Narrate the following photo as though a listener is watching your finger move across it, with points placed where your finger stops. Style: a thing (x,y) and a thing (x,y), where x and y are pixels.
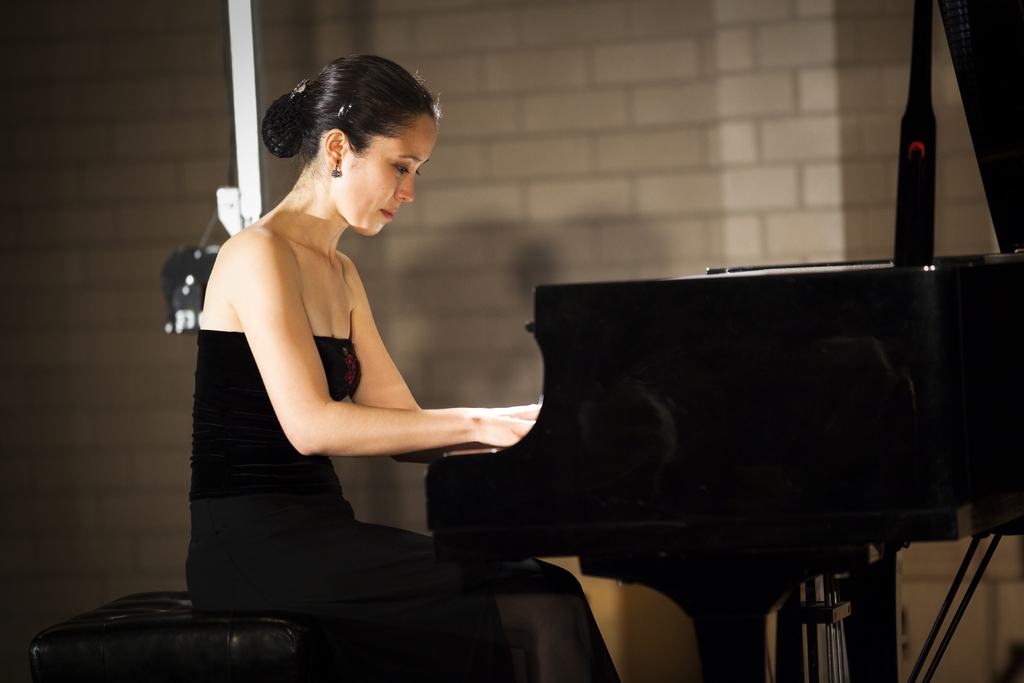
As we can see in the image there is a woman (339,447) sitting on chair (152,615) and playing musical instrument (556,406). Behind her there is a white color wall (577,164).
